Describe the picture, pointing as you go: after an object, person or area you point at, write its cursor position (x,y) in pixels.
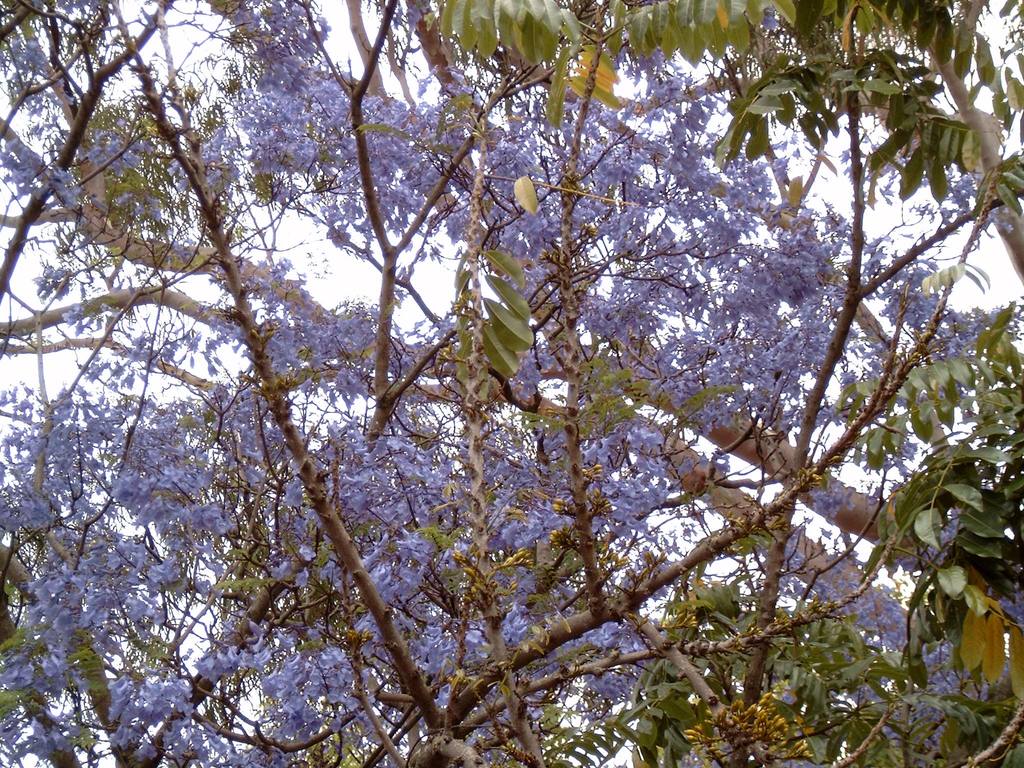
In this image I can see many flowers (518,582) and leaves (827,669) to the stems (580,538). It is a part of a tree (626,305). In the background (270,241), I can see the sky (317,261).
